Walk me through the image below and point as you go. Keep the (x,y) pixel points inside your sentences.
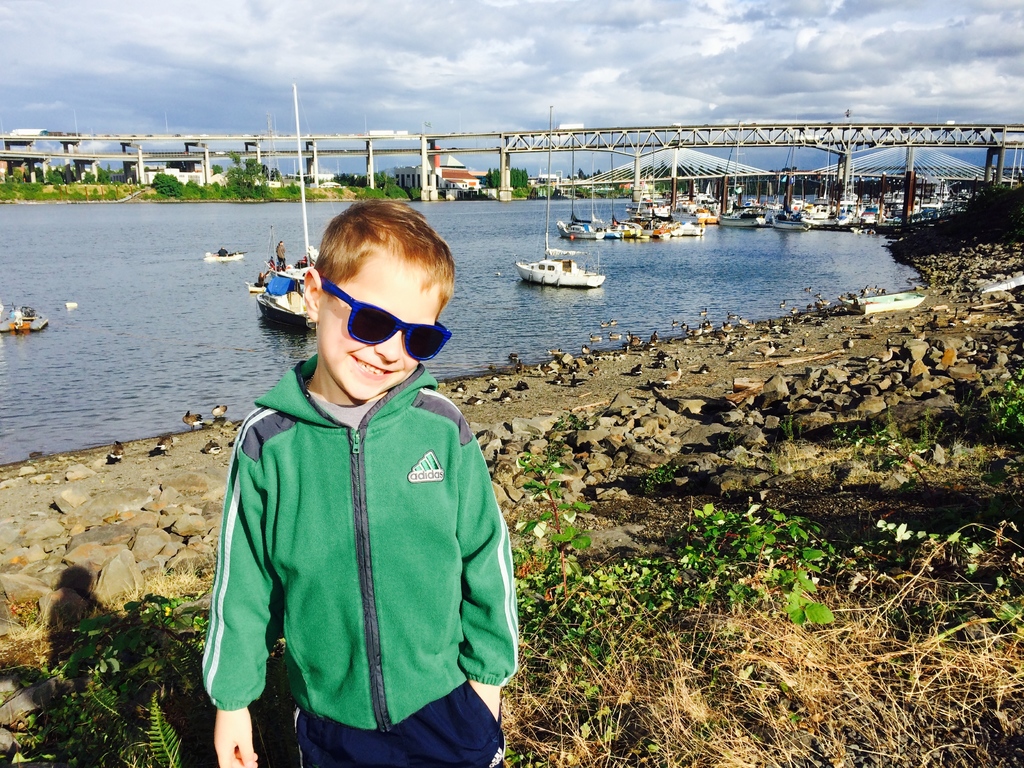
In this image we can see the little boy (364,597). And we can see the boats (691,217) in the water (127,422). And we can see the bridge (70,178). And we can see some people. And we can see the rocks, plants (178,196), and trees (216,195). And we can see the clouds (545,67) in the sky (520,58).
